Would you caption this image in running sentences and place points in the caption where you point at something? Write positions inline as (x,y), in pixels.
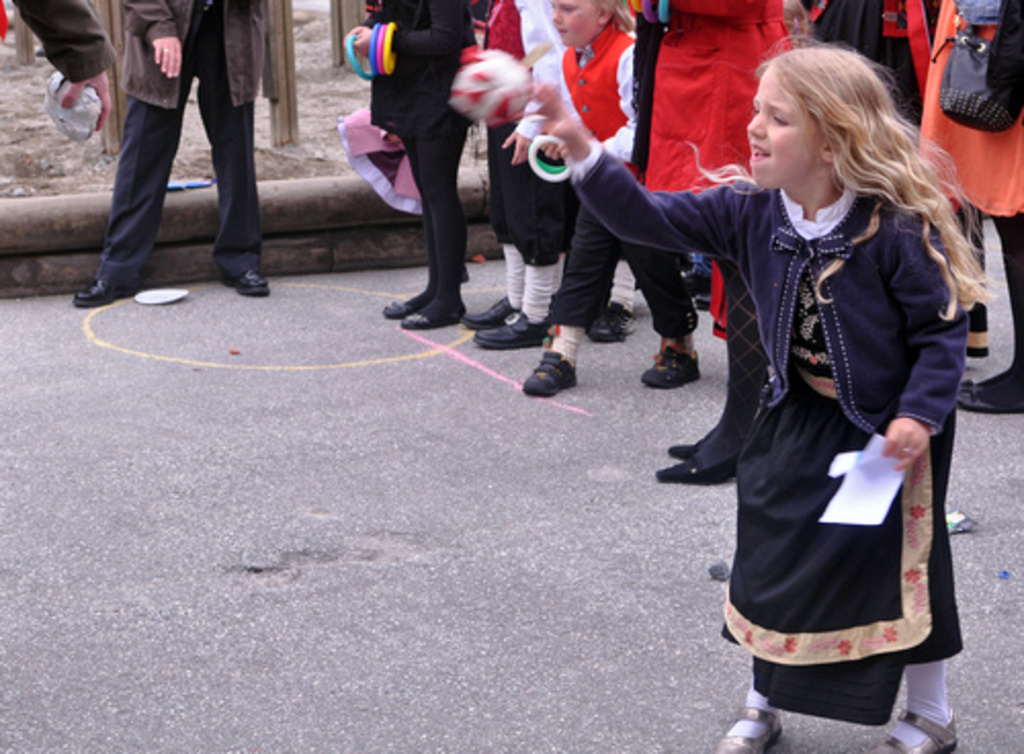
In this picture we can see a group of people (810,172) are standing, some of them are holding paper (854,451), objects (498,118) in their hand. At the bottom of the image (411,574) road (317,486) is there. At the top of the image (304,133) ground (307,140) is there.
